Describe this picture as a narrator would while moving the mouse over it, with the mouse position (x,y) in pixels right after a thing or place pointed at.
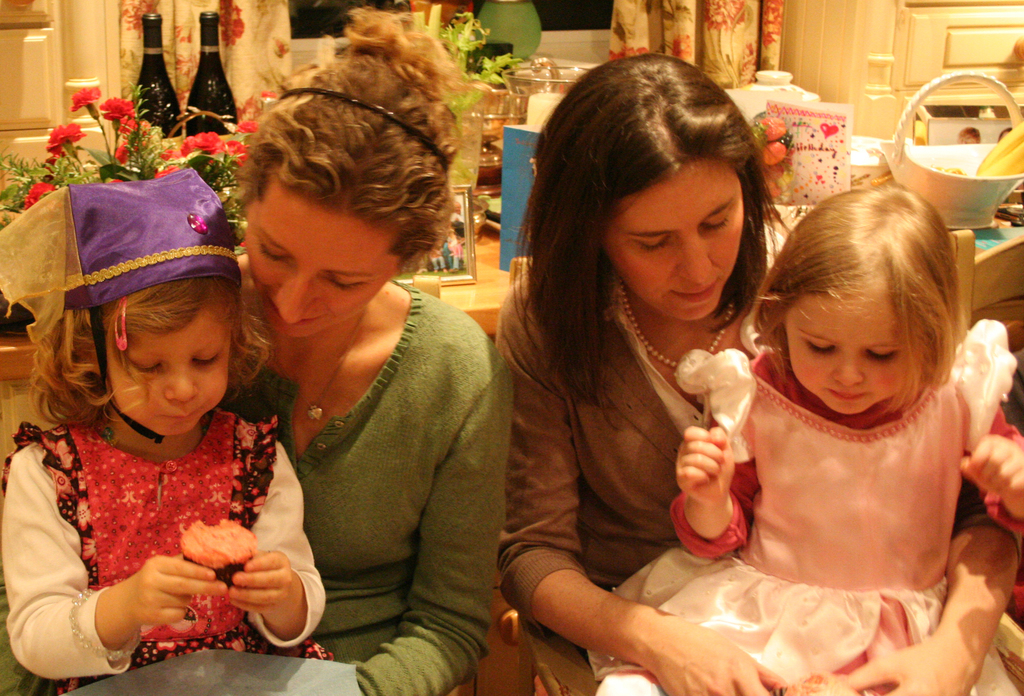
In this image we can see a few people (412,385), one kid (89,221) is holding a food item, behind them there is a table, on that there are bottles (203,102), bouquet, glasses (573,75), cards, a photo frame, there is a curtain (704,39), windows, also we can see the wall (839,93).
